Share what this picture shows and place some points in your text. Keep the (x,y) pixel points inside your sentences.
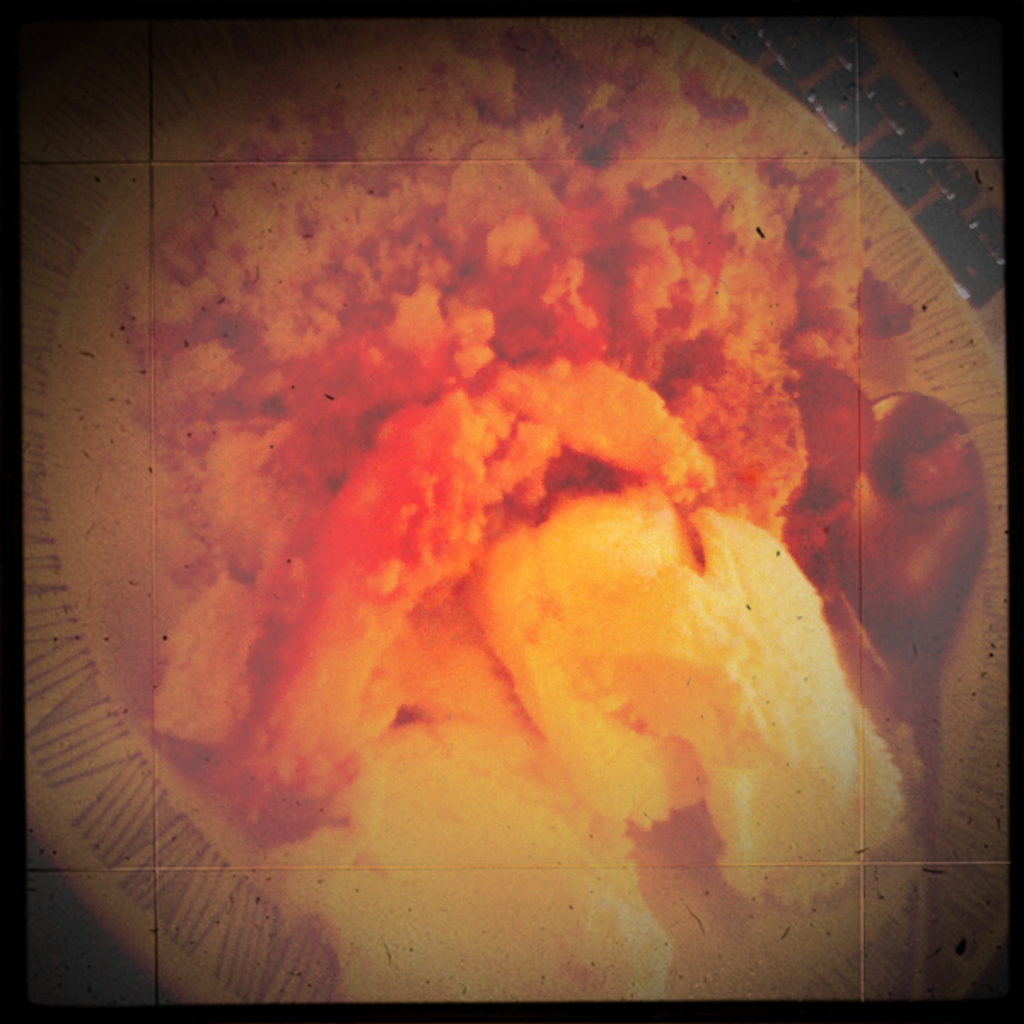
In this picture we can see a plate (215,889), there is some food (776,563) present in the plate (233,915).
